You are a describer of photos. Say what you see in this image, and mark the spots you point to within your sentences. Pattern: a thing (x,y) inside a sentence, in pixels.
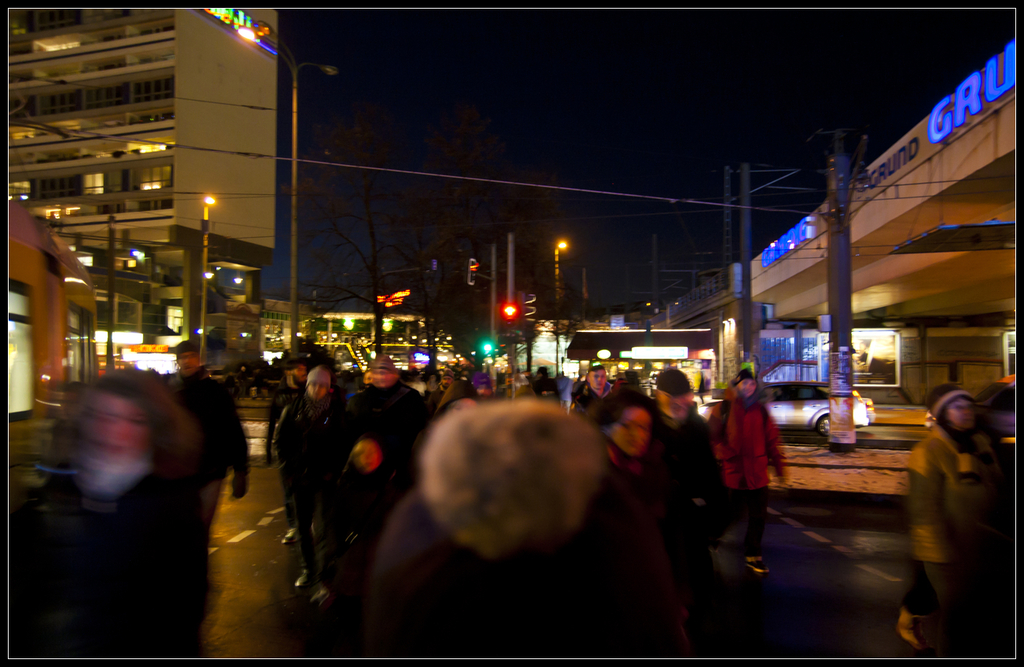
In this image, at the bottom (634,451) there are people (597,476), they are walking. In the middle (451,364) there are vehicles (57,310), buildings (214,259), street lights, poles (843,305), trees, cables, text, sky (626,94).
